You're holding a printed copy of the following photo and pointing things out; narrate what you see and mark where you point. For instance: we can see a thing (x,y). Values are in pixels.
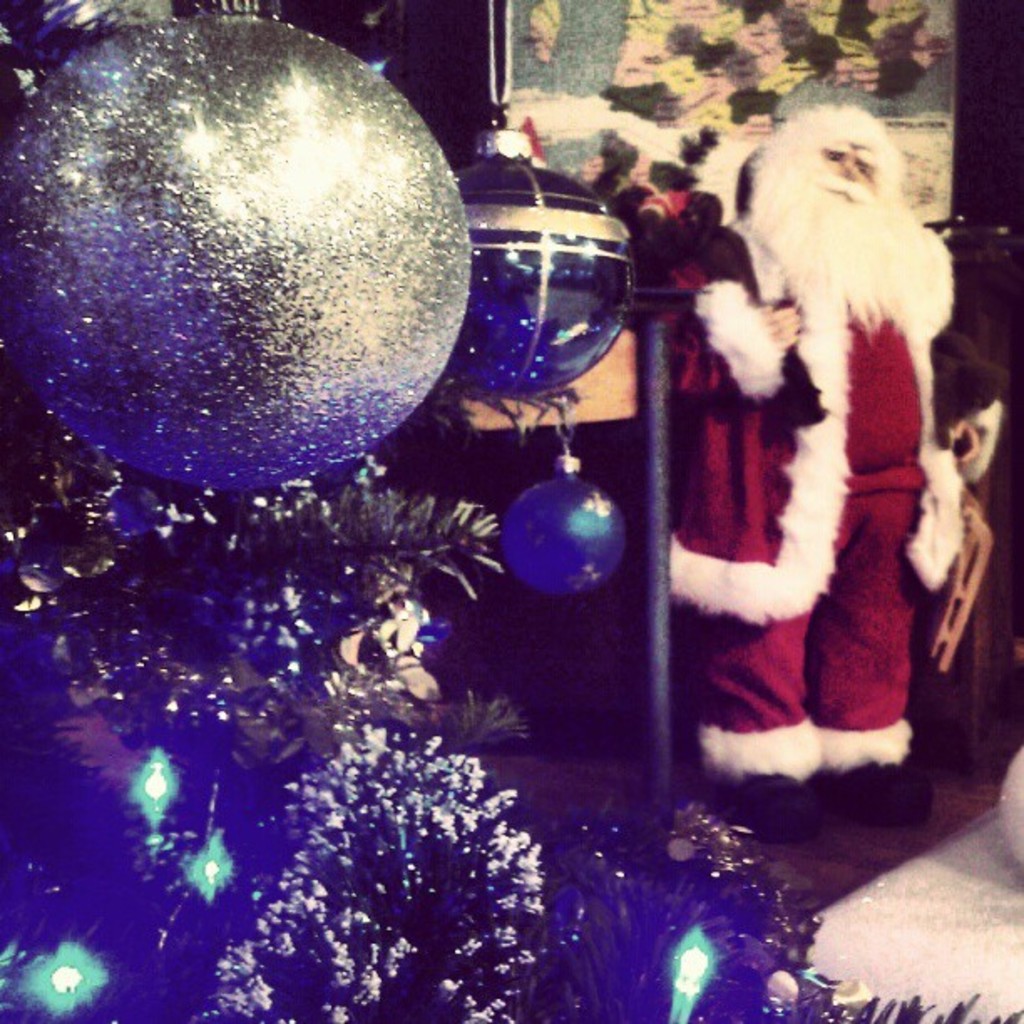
In the image in the center (677,605), we can see one doll (830,541), which is in red and white costume (842,419). And we can see one Christmas tree (232,678) and few decorative items (288,390).
